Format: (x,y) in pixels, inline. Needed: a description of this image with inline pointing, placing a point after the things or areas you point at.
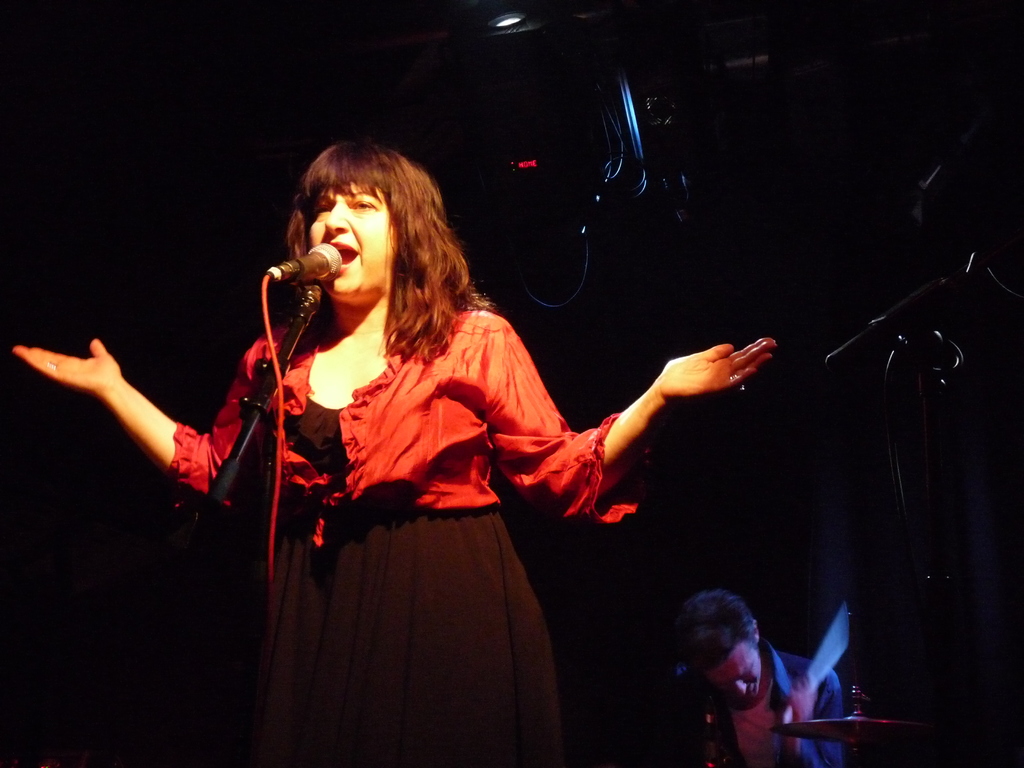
In this picture we can see a woman (308,638) standing and singing on mic (333,264), man (722,612), light (504,15) and in the background (734,219) it is dark.
